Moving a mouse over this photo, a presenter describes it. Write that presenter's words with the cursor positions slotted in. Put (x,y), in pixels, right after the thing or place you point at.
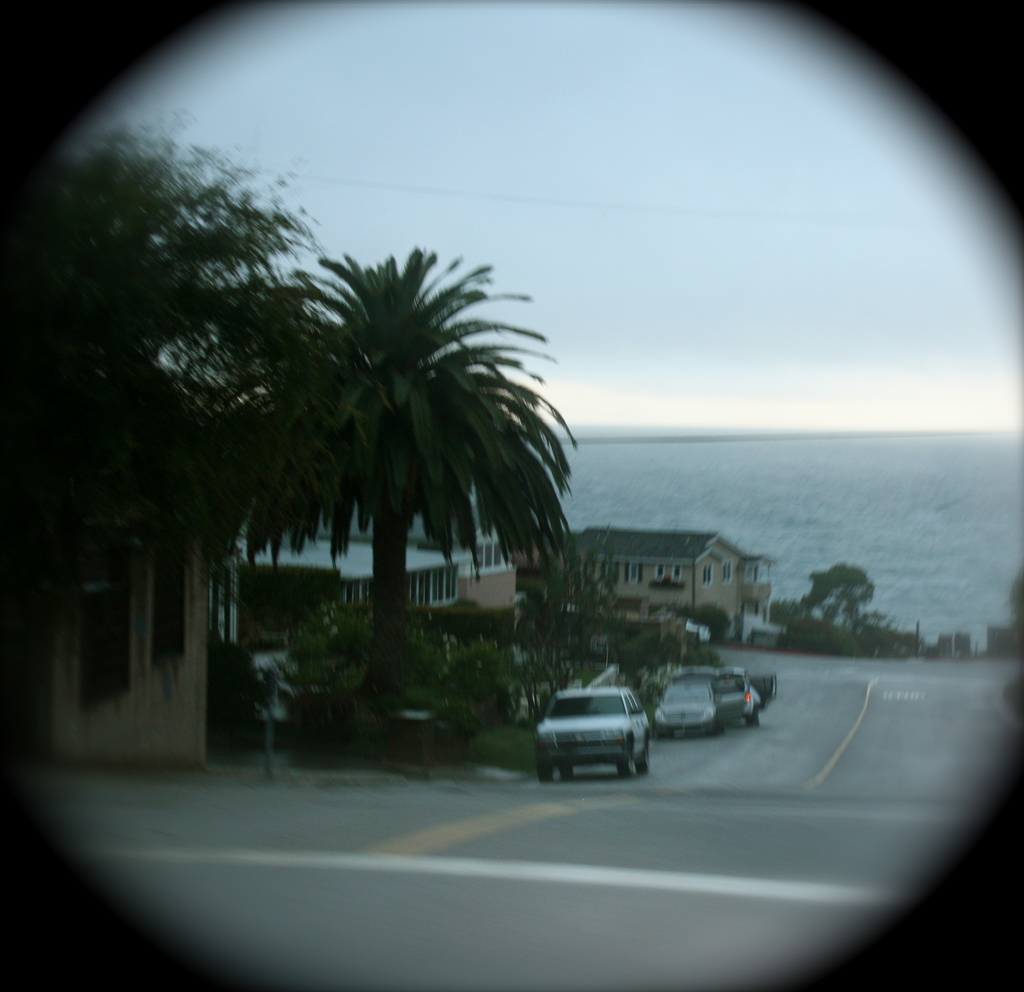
There is a road (656,829). On the side of the road (648,781) there are vehicles (554,713). Also there are trees (445,495). And there are buildings (349,574) with windows (441,577). In the background (713,505) there is water (719,516) and sky (614,158).
